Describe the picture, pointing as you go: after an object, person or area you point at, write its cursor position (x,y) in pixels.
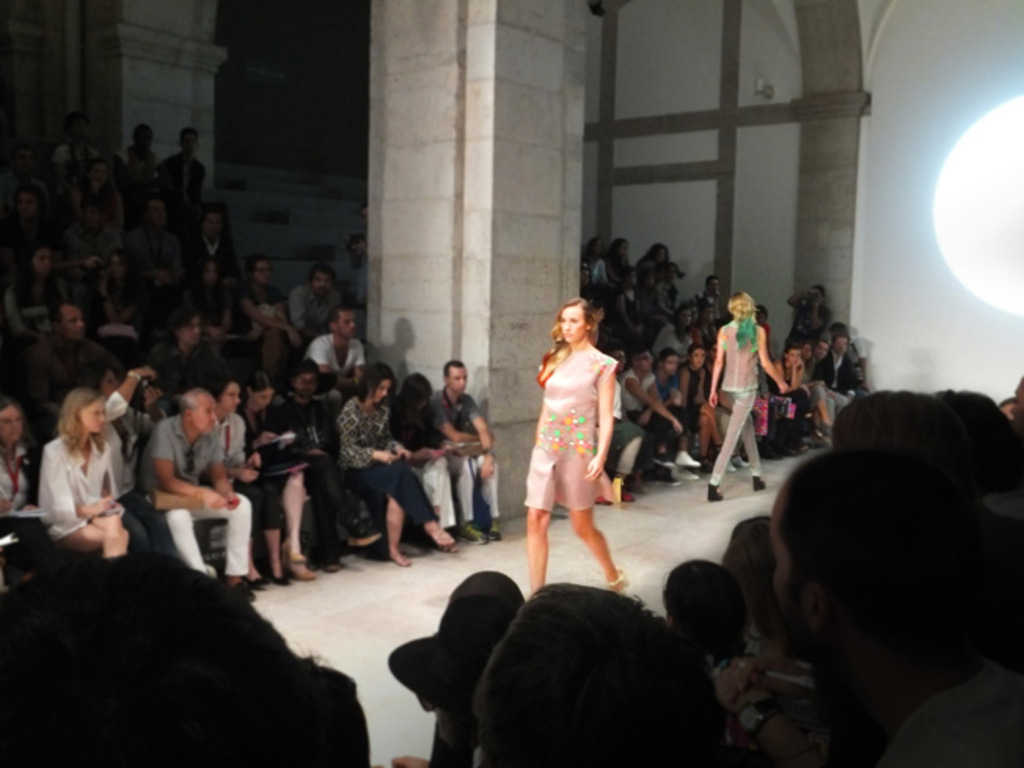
In this image we can see ladies (589,466) walking. There is a ramp (525,580) and we can see crowd (381,461) sitting. There is a pillar (440,325). On the right (1000,308) we can see a light (936,235). In the background (751,165) there is a wall (662,130).
